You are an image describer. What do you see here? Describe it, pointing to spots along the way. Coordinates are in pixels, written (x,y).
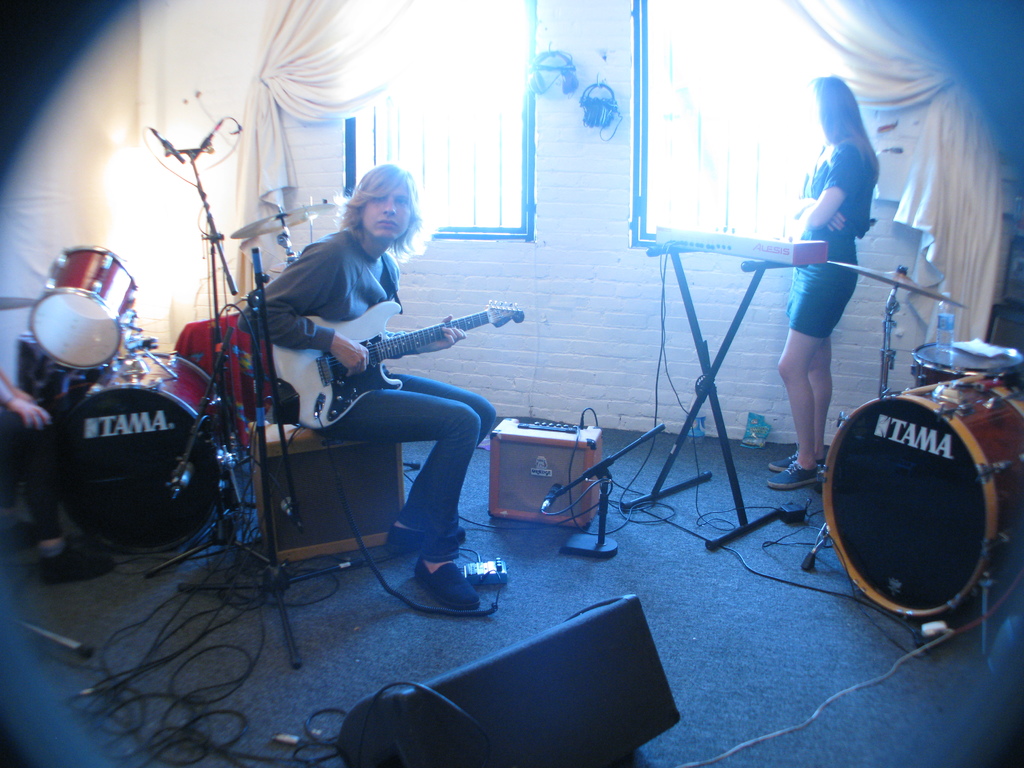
In this image, In the middle (419,401) there is a boy (312,283) sitting and he is holding a music instrument (400,343) which is in white color, There are some music instruments (917,551) which are in yellow and black colors, In the right side (824,378) there is a girl (833,273) she is standing and there are some windows (698,33) in white color and there is a curtain (337,35) which is in white color.
